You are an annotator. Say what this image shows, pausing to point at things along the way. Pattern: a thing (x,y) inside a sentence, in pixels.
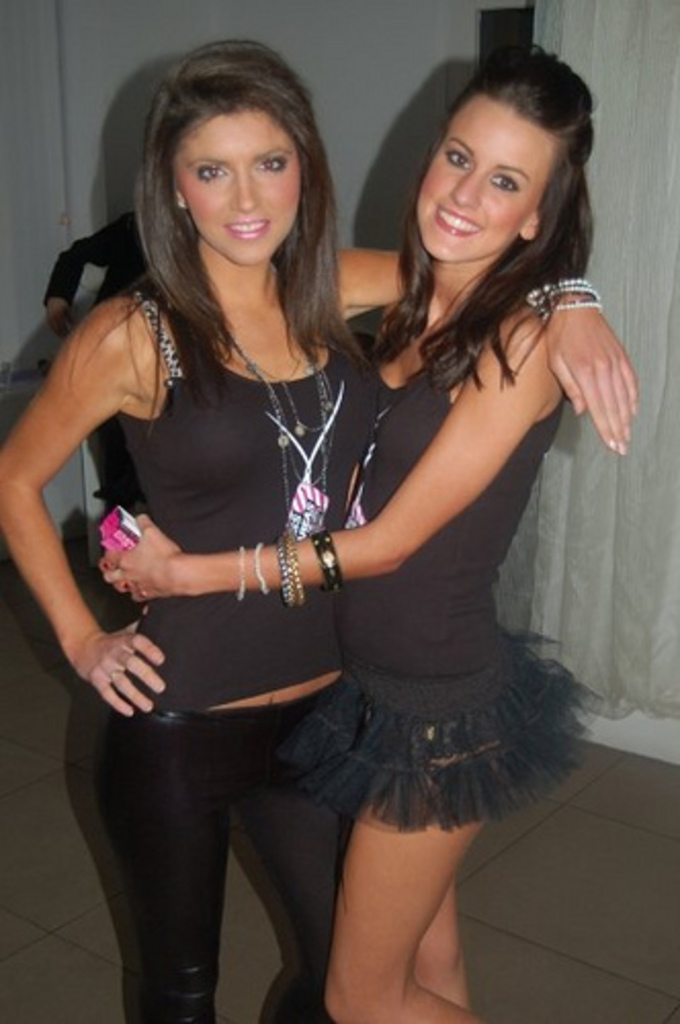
In the foreground of this picture (323,308) we can see the two women (324,329) wearing black color t-shirts (380,622) and standing on the ground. In the background (350,30) we can see the wall (350,45), curtains (41,176) and a person (63,287) and some other objects (49,496).
